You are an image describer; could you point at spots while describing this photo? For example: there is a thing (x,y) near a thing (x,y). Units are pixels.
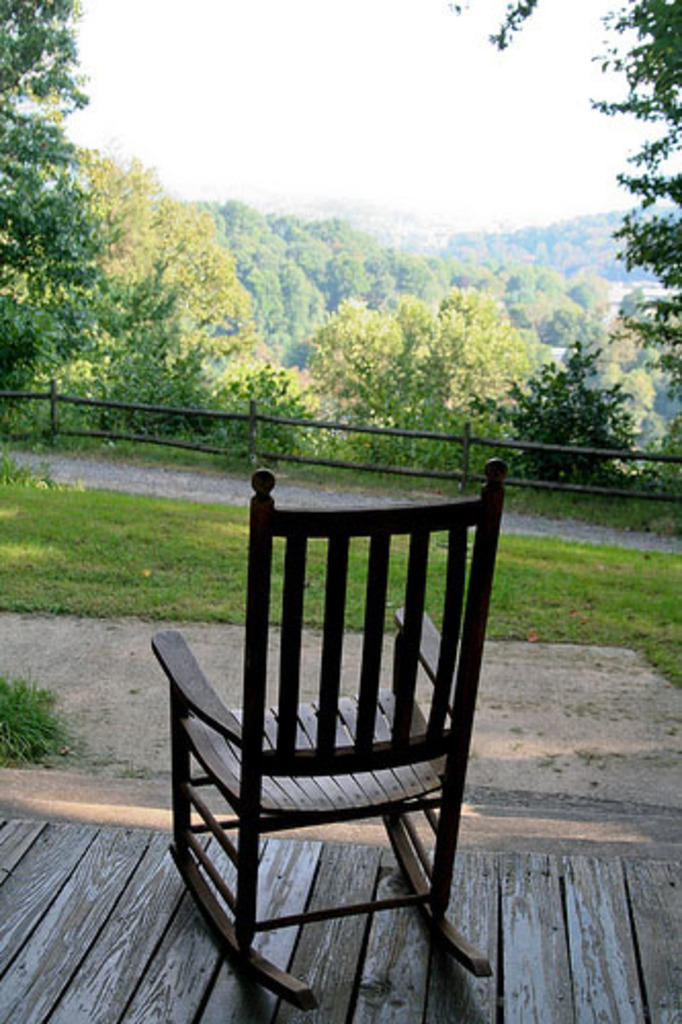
In this image we can see a chair (459,779). In the background (276,315) there are trees (679,307) and sky (222,171). There is a fence (463,439). There is grass (128,579).
